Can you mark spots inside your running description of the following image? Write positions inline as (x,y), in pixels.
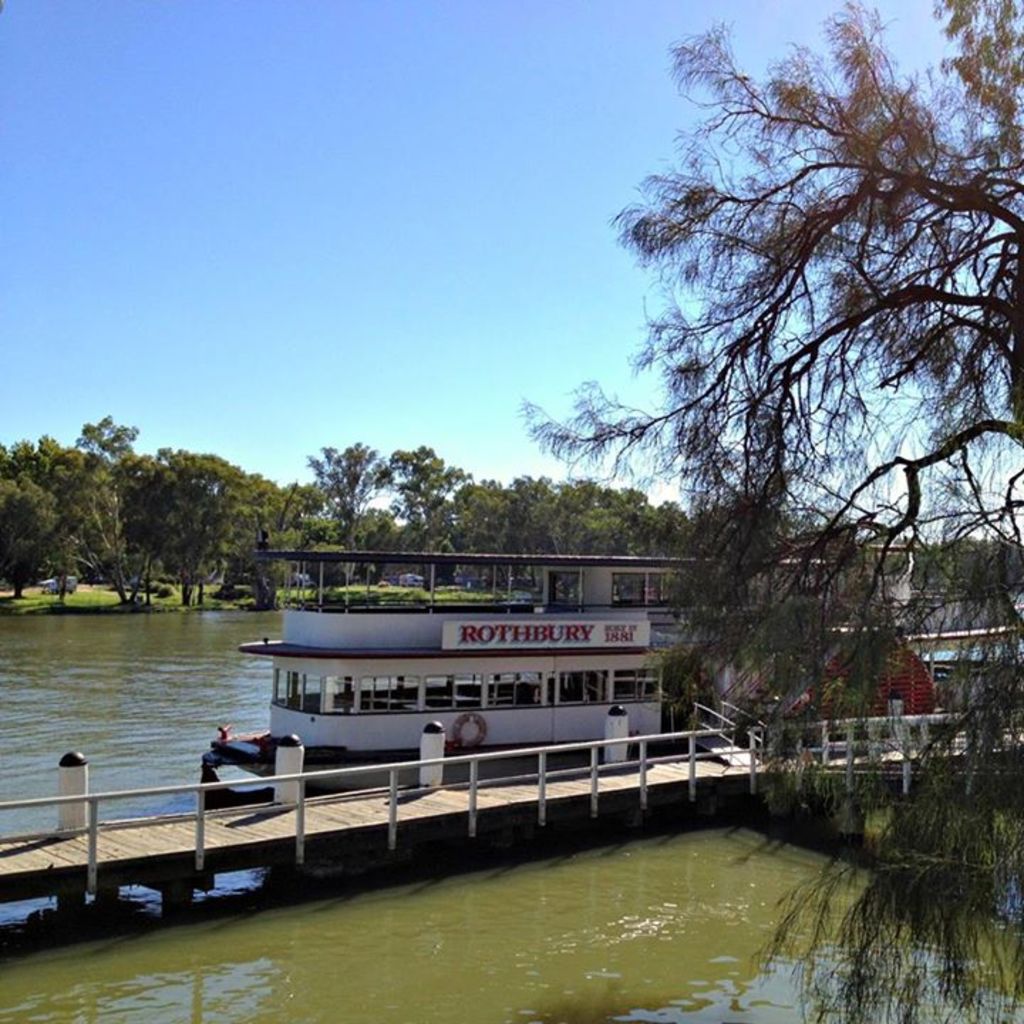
In the image, there is a boat house (591,587) floating on the water surface (231,719) and beside the boat house (398,732) there is a bridge (912,718), there are plenty of trees (463,513) around the water surface (13,927).
